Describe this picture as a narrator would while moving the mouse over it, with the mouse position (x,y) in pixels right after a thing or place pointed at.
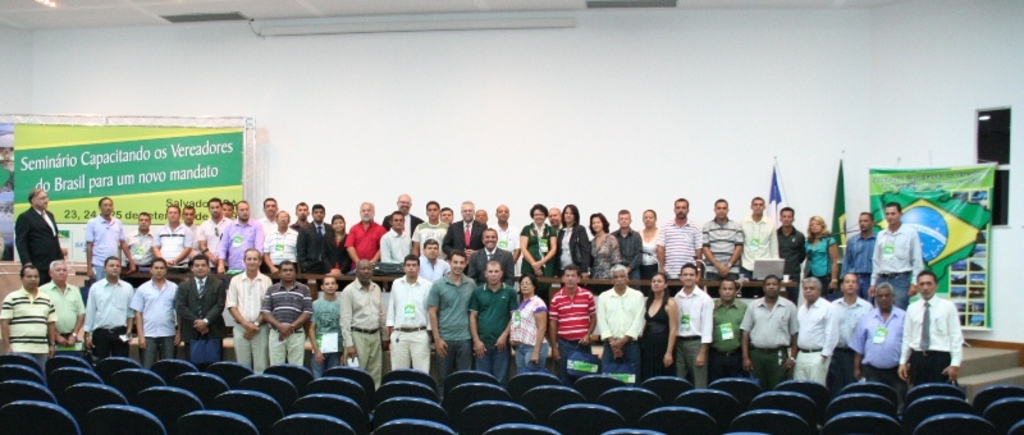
This is looking like a hall (309,298). Here I can see few people (466,235) are standing and giving pose for the picture. At the bottom of the image (307,410) there are some empty chairs (256,403). In the background (126,179), I can see two flags (776,193) and two banners (205,177) and also I can see the wall (708,111). On the right side (998,144) there is a black box (1001,163). On the top of the image (36,2) I can see the light (48,5).
